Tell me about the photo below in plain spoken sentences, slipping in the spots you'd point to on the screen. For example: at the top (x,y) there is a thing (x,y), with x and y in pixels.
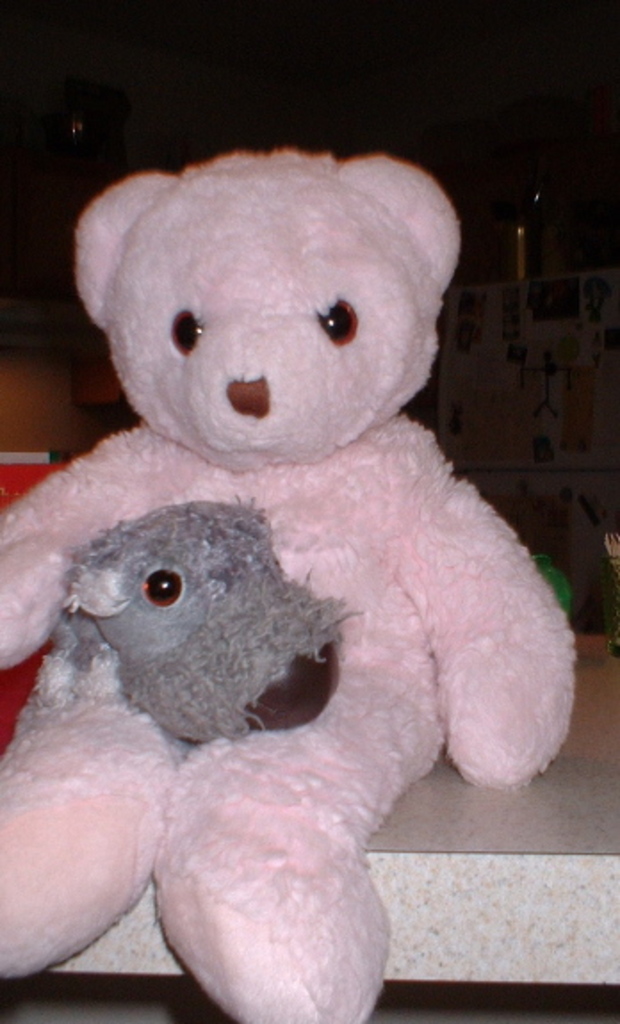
In this image there is one pink color doll (418,514) as we can see in middle of this image (375,584). Is kept on a white colored object (435,843).
